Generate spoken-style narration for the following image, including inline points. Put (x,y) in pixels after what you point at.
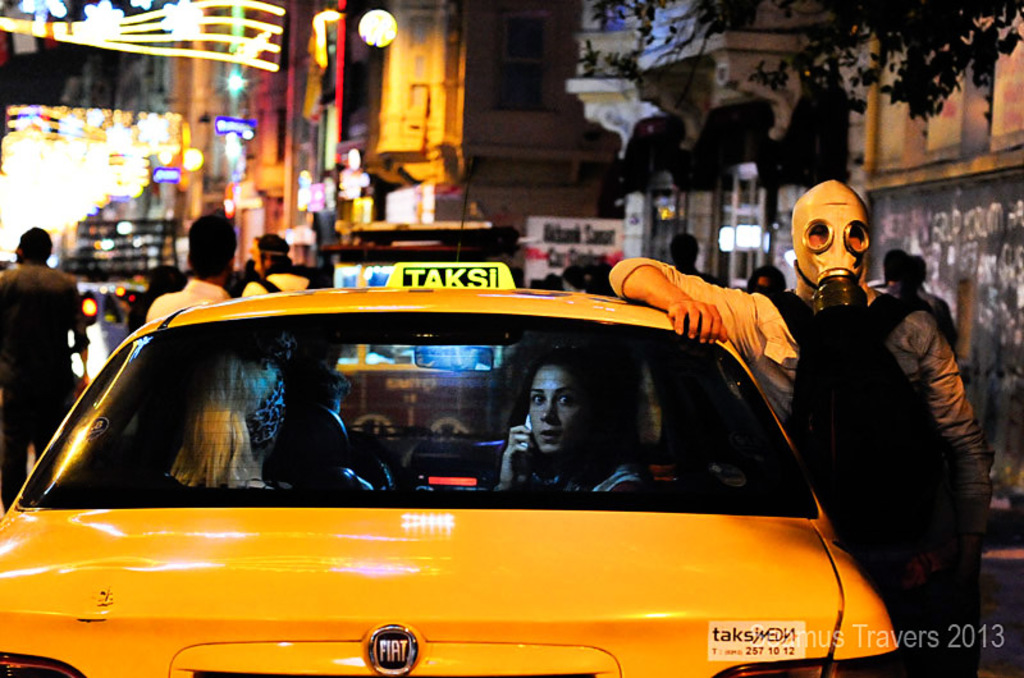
In this image group of people (830,311). The man (820,358) standing at the right side (881,418) leaning on the car (728,364). In the center (461,300) there is a car (419,544) with the name taksi (469,286), in the car (333,430) there are two women (562,455) sitting in the back (572,463). In the background (39,290) there are three men (48,280) standing, there is a building (391,101), lights (218,125). At the right side (921,35) there are leaves (880,39).
